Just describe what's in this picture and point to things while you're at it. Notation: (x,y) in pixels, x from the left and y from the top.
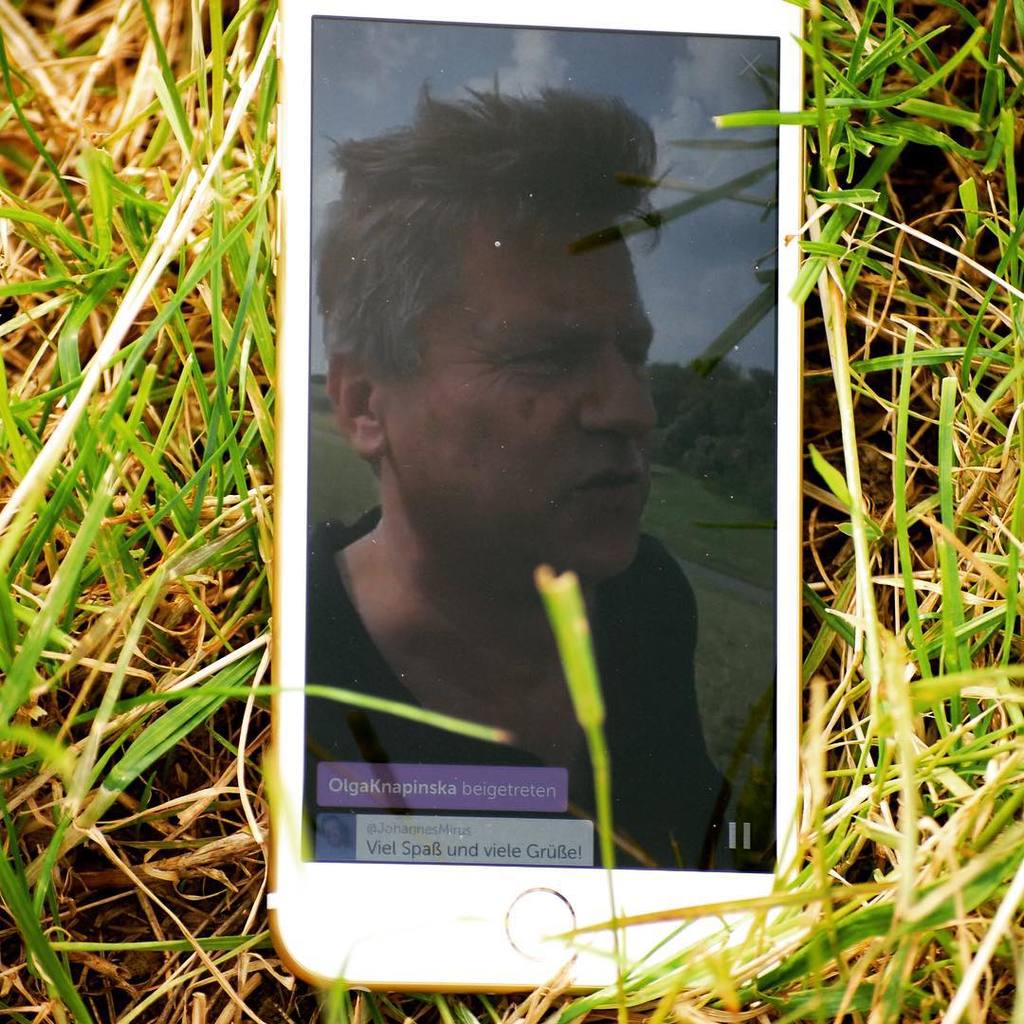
In this image we can see a mobile phone (740,392) displaying something placed on the grass (57,517).
